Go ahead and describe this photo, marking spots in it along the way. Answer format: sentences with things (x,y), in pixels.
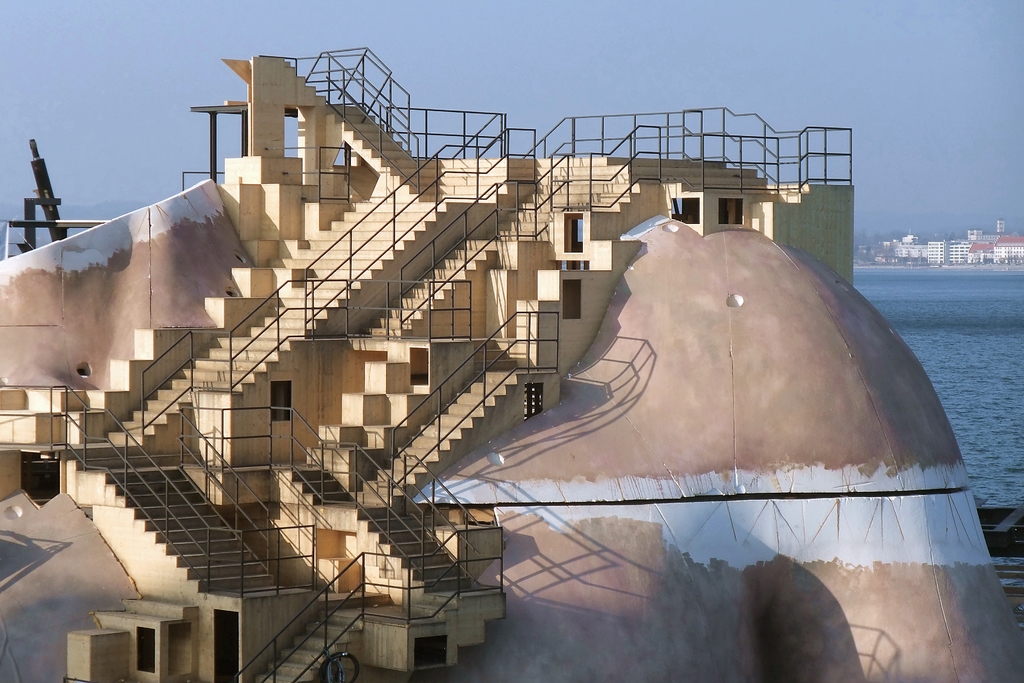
In this image we can see some concrete structure (466,382) with the stairs (305,490) and also railing (351,71). In the background (926,279) we can see the sea (953,309), buildings (956,247) and also the sky (600,55).
